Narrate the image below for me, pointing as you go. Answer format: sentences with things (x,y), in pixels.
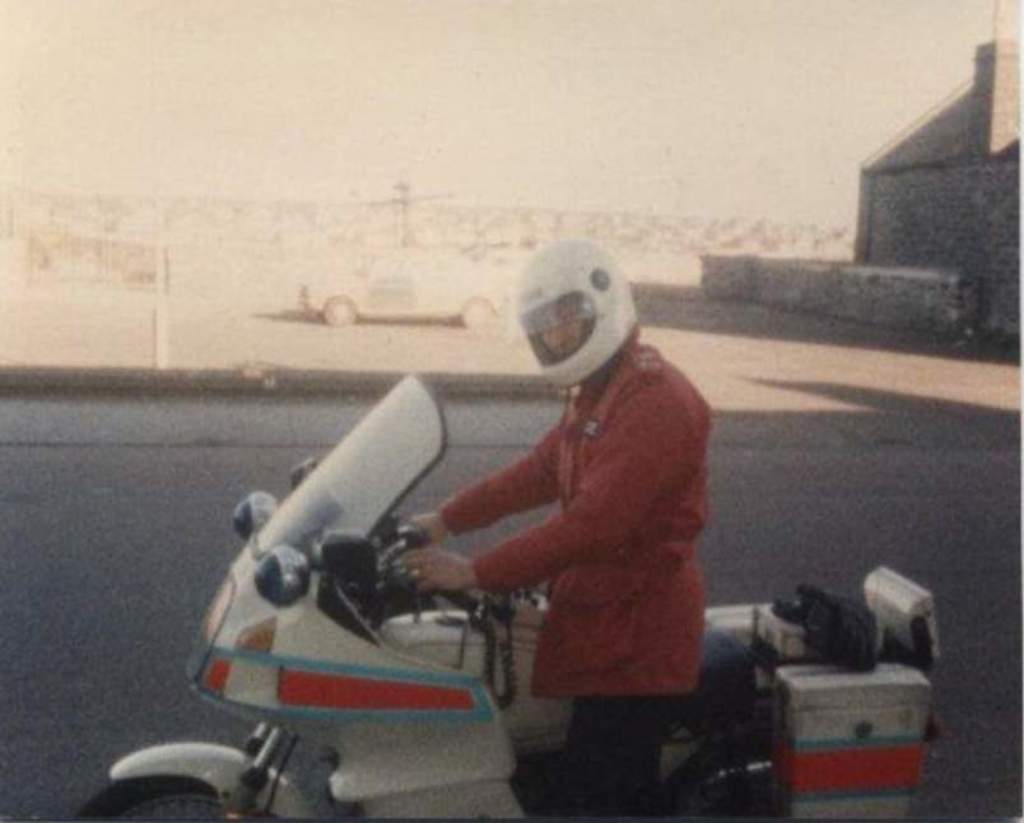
In this image i can see a person (590,538) wearing a red jacket (586,611), a helmet (586,362) and black pant (573,732) riding a motor bike (489,725). In the background (134,444) i can see the road (123,461), a car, a building (919,229) and the sky (725,132).
